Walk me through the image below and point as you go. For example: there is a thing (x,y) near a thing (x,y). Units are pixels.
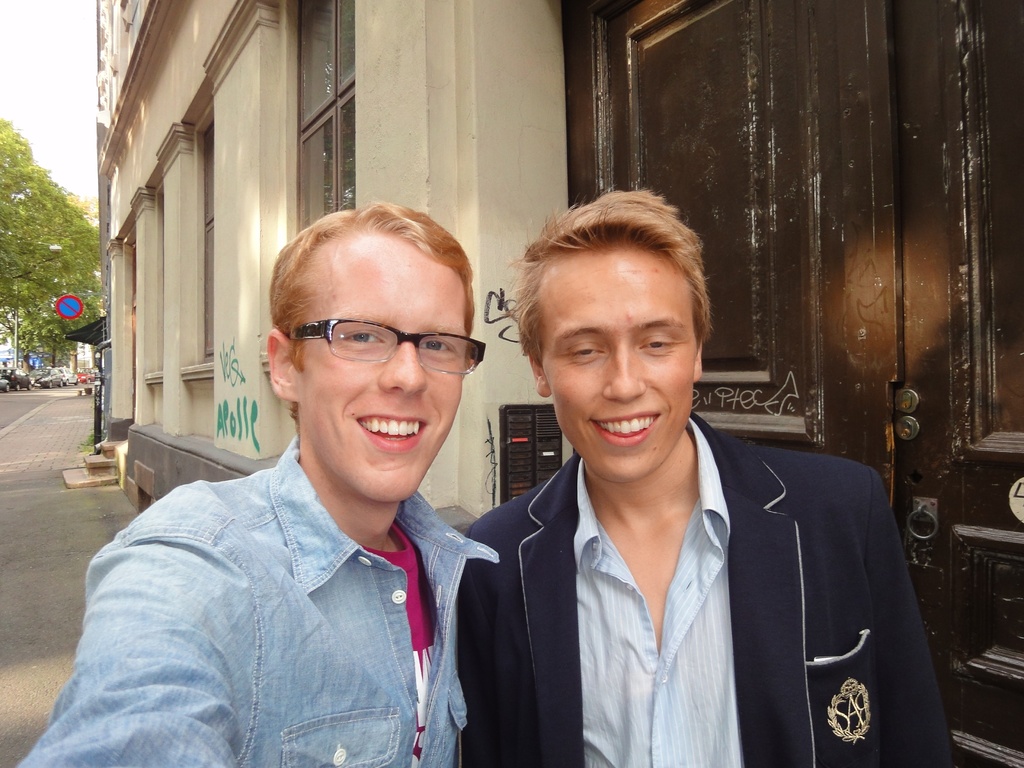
In the foreground of the picture (674,361) I can see two men (647,359) and there is a smile on their faces (632,339). I can see the building (459,217) on the right side (703,167). I can see the wooden door (759,153) and glass windows (330,176) of the building (398,175). I can see the cars (0,375) on the road (9,393). There is a caution board (81,305) on the side of the road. I can see the trees (29,233) on the left side (29,223).
